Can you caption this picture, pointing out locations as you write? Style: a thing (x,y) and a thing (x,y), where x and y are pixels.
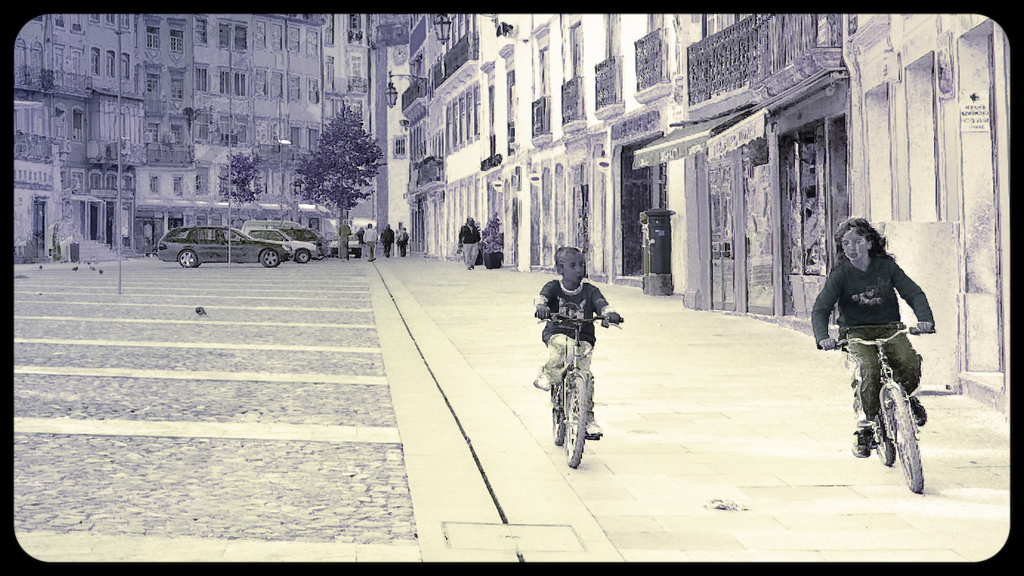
This edited image is clicked on the road (179,503). To the left (161,493) there is a road (251,307). There are cars (282,247) parked on the road (225,386). To the right (702,490) there is a walkway (461,366). There is a girl (859,292) and a boy (576,313) riding bicycles (577,380) on the walkway (814,410). In the background (397,83) there are buildings (691,129). There are lamps (389,95) on the walls (277,137) of the building (434,86). In front of the buildings (276,164) there are trees (331,165). There are poles (232,120) on the road (157,528). There are a few people (390,245) walking on the walkway (445,272).
